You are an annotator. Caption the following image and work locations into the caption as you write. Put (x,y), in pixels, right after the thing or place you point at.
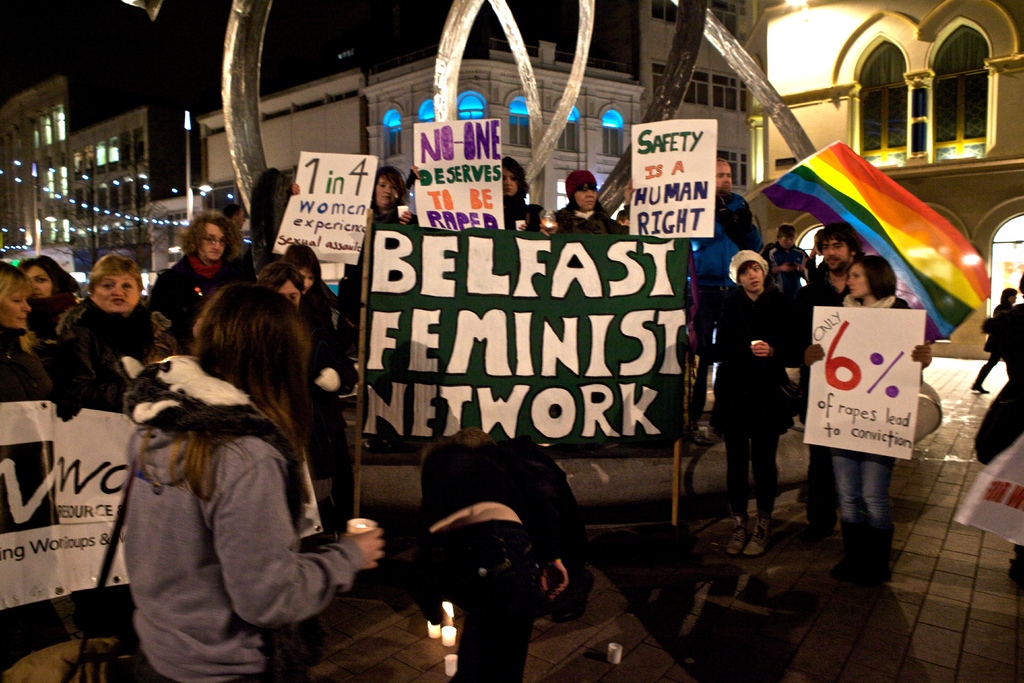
In this picture we can see a group of people (336,341) are standing and some people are holding the banners (70,479) and some people (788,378) are holding the boards (847,354). Behind the people (479,542) there are buildings (741,133).
